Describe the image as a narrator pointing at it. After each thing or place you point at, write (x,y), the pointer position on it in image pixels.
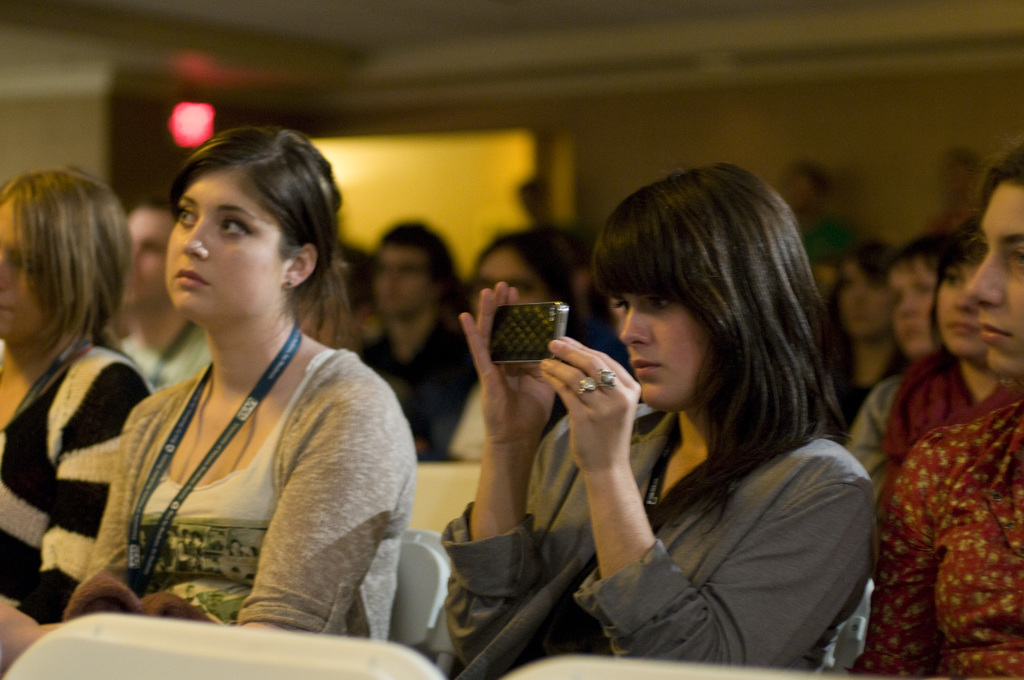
In this picture I can see there are some people (413,293) sitting and this person (673,582) is looking into the smartphone (524,323) and in the backdrop (389,100) there is a wall (674,132), there are some persons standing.
